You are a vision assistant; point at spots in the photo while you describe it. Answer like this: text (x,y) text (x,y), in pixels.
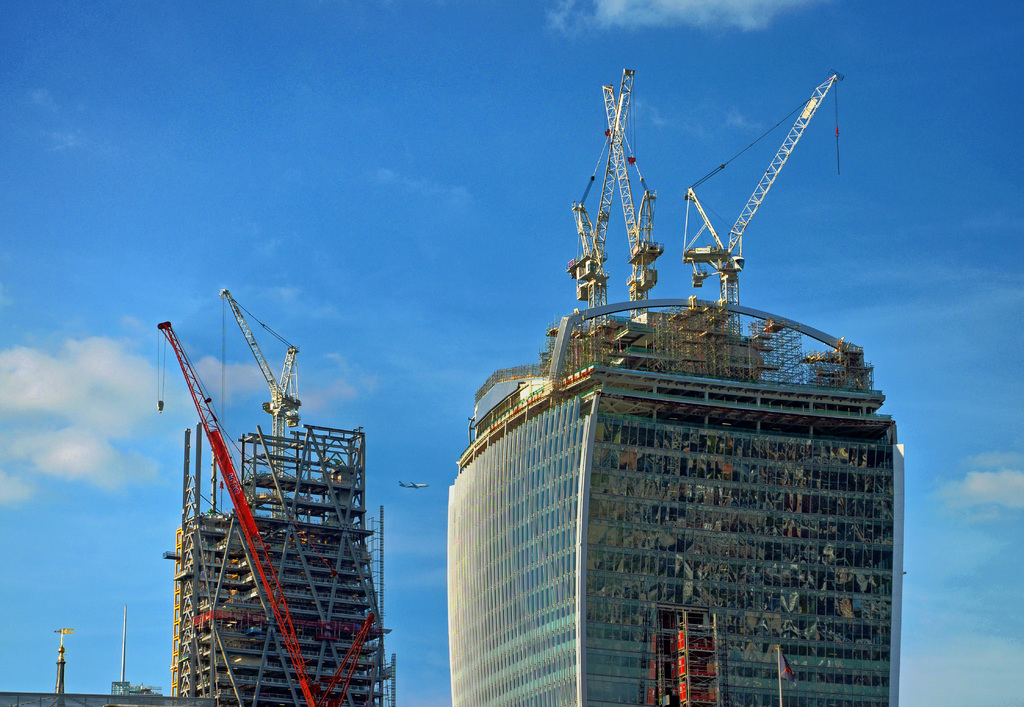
In this image we can see there are buildings (338,505), cranes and poles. In the background (412,163) we can see cloudy sky (421,151).
